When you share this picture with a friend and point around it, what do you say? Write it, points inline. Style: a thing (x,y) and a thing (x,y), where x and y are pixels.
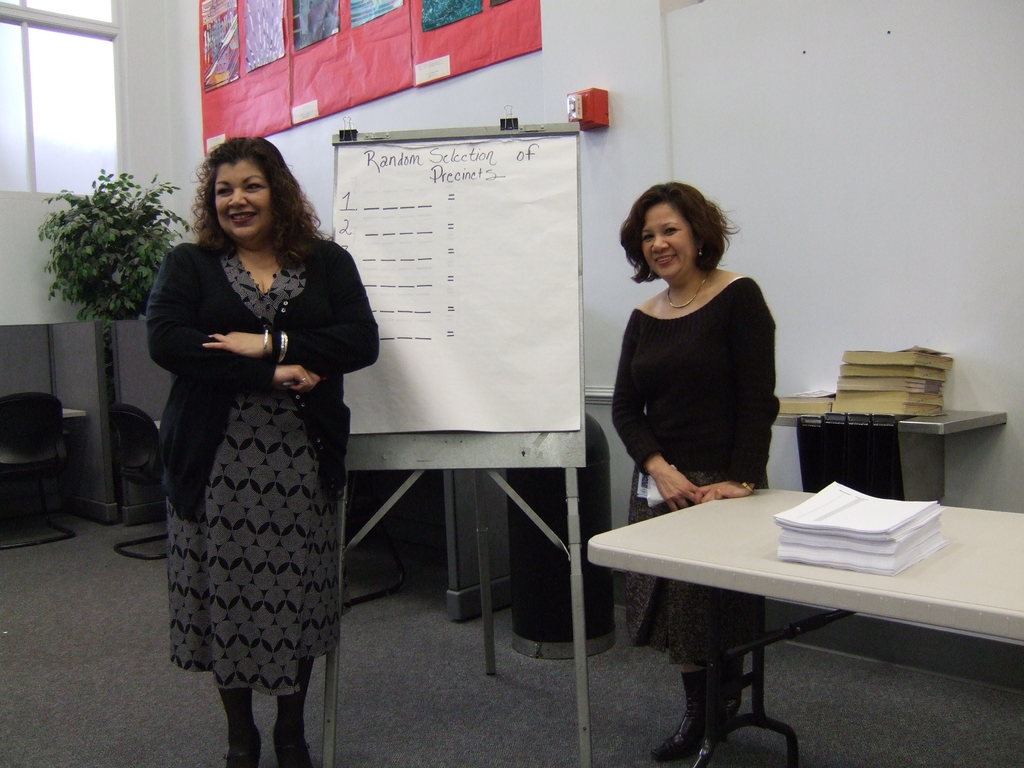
In this Image I see 2 women (231,762) who are standing and both of them are smiling. I can also see a table (954,552) over here on which there are lot of papers (821,563). In the background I see the board (361,148), a plant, few books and there are charts (321,97) on the wall (795,23) and a window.
